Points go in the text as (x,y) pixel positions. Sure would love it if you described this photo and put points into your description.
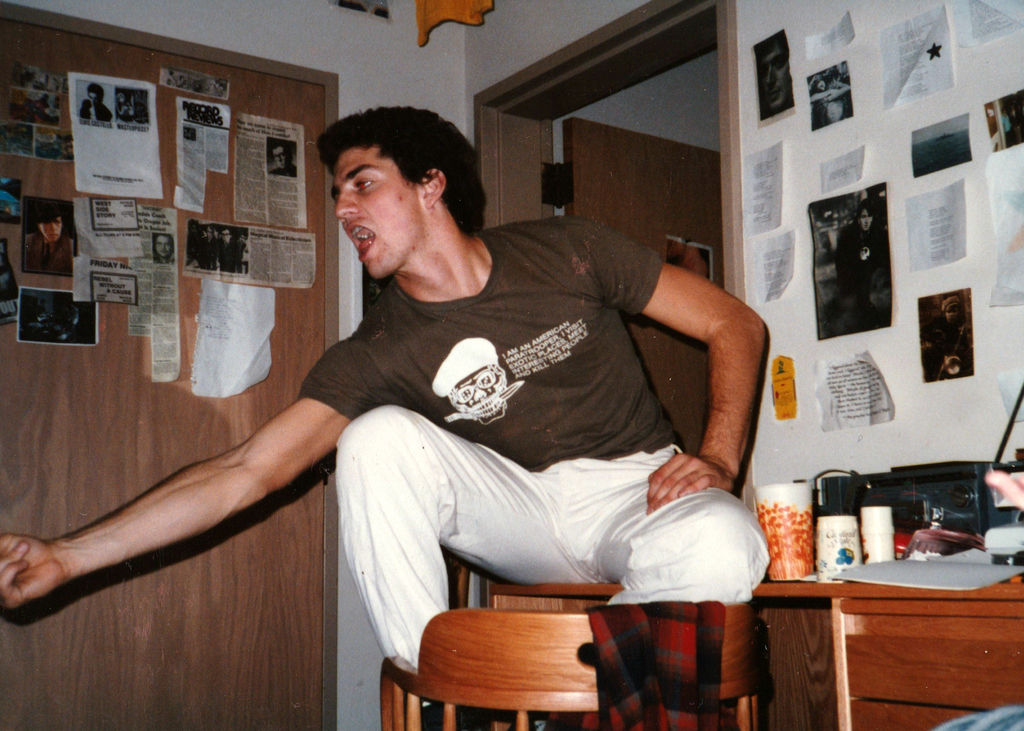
In this picture we can see man (566,480) sitting on table (609,585) and beside to him we can see glass (839,561), paper (900,568), device (938,503) this person (634,493) keeping his legs (661,524) on chair (487,662) and in background (479,575) we can see door (159,101), wall (848,126), papers (848,153).
